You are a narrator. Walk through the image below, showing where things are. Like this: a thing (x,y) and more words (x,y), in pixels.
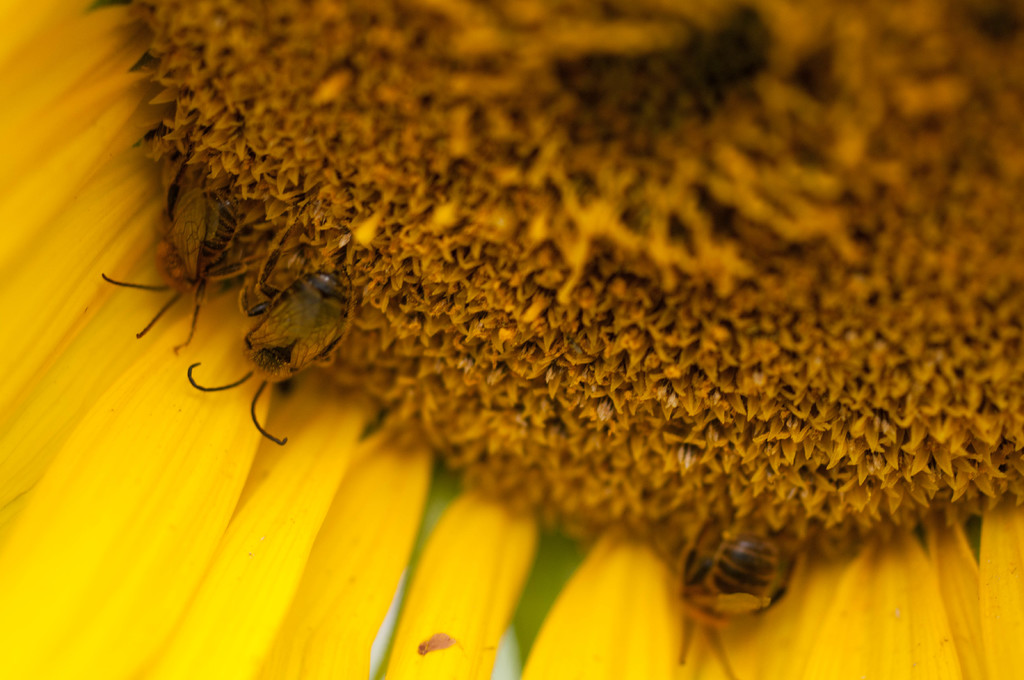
In this image there are bees (706,568) on the sunflower (549,441).
